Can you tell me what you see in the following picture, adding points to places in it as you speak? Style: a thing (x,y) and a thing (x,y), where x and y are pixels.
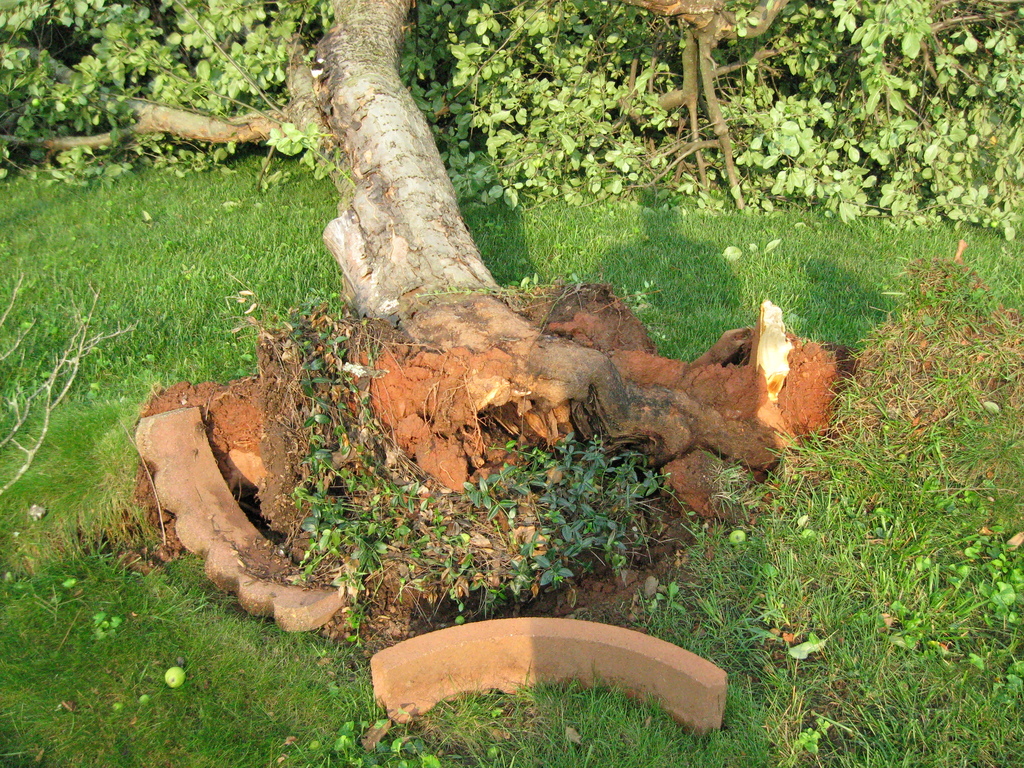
In this image we can see a tree (319,104) on the grassy land (265,266) and there is a cement structure (487,671) present at the bottom of this image (280,609).
